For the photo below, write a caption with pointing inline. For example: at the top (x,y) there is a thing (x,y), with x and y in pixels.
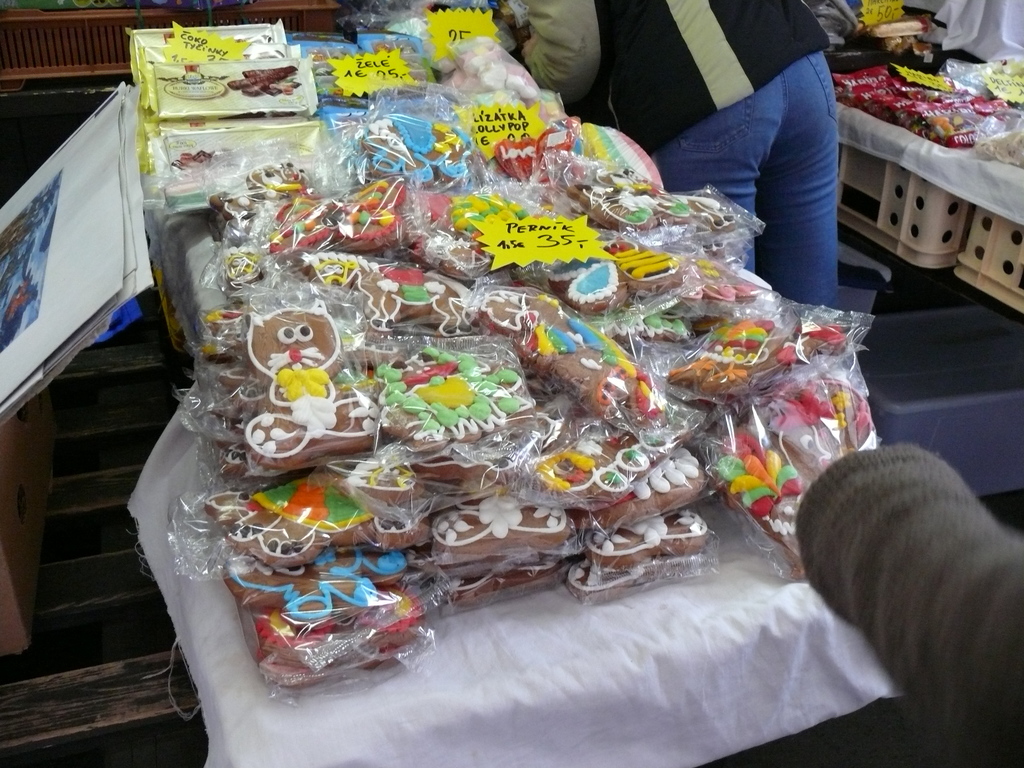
In this image there are a few objects (482,377) with price tags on the tables (804,598) and on baskets (968,280). On the left side of the image (19,325) there are posters (135,260) on the box (17,542). There is a person (758,21) standing. Beside him there is a blue color object (874,374). On the right side of the image (1016,709) there is some object (972,737).
